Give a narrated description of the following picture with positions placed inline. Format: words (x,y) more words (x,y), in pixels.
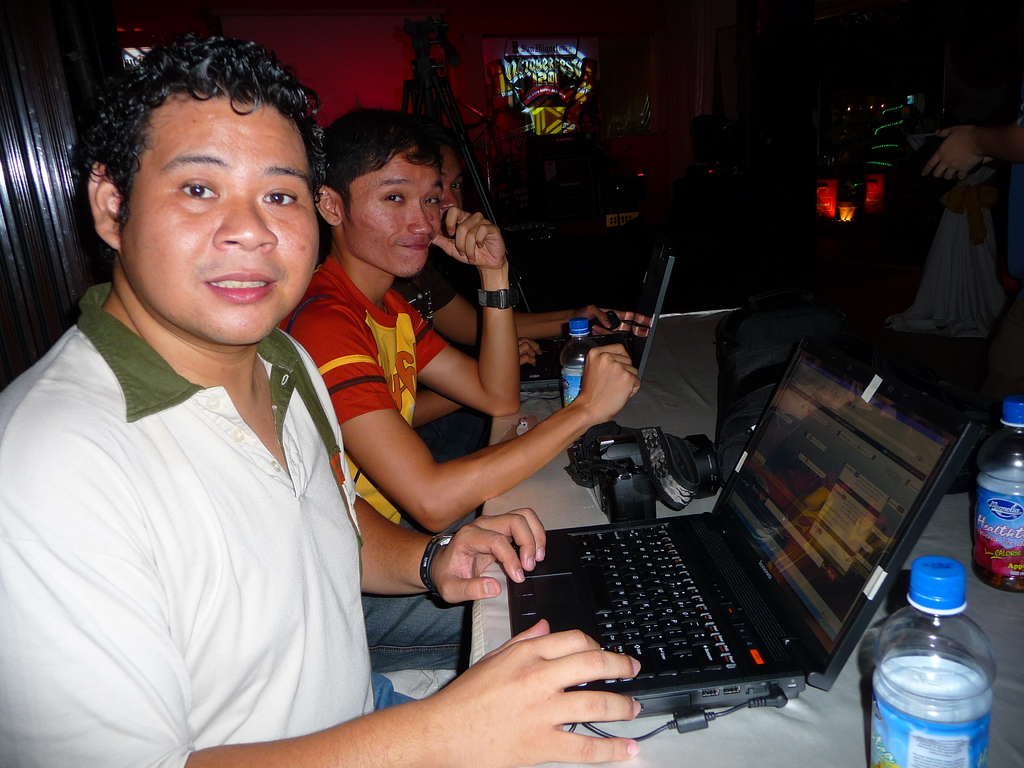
In this image there are three people (343,357) sitting. On the table (518,493) there is a camera (650,500), water bottle (567,381), laptop (717,531).
